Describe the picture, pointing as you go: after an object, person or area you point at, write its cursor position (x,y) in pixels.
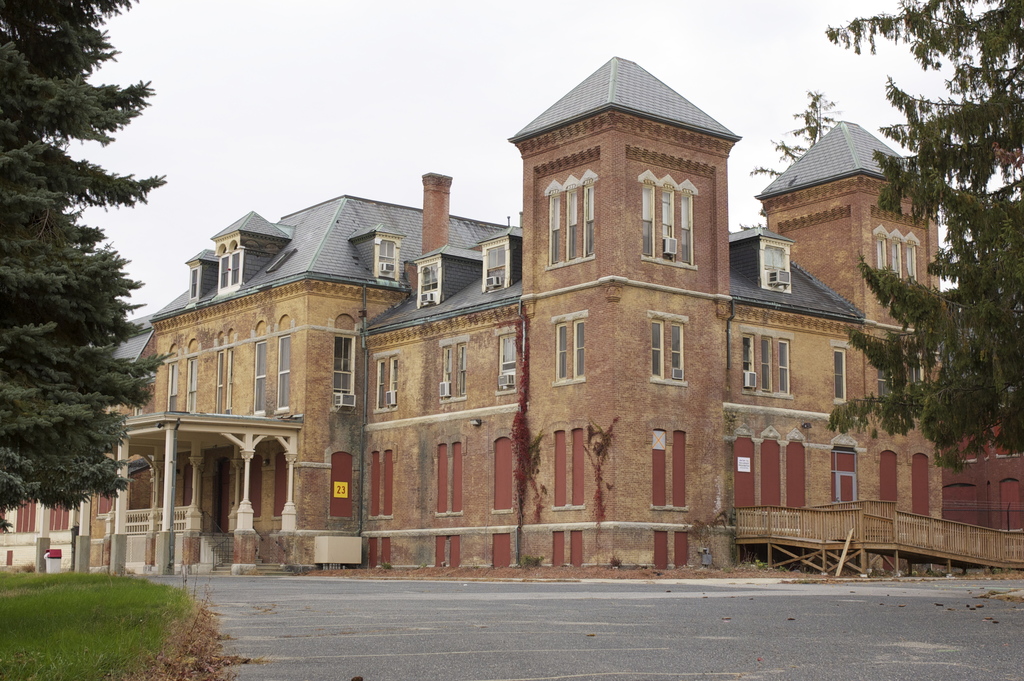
In the image there is a road (619,634) in the foreground (358,625) and behind the road (300,647) there is an architecture (574,273) and around that there is grass (31,594) and trees (920,295).
